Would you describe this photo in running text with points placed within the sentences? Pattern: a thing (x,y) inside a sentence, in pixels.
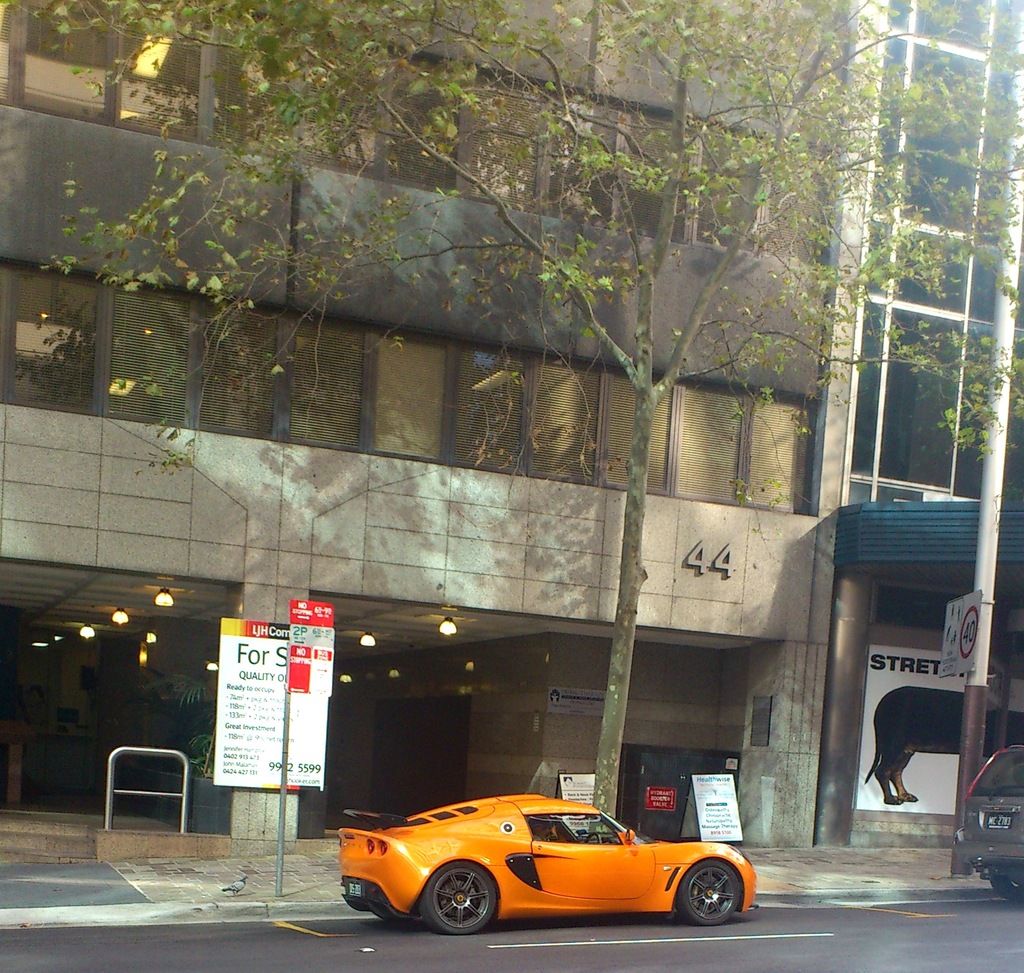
The picture is taken outside a city (820,815). In the foreground of the picture (574,861) on the road (86,928), there are cars (472,857), hoardings (287,702), pole (287,702) and tree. In the background (343,483) there are buildings (457,538). In the background (118,614) there are lights (90,627) and plants (200,751).
